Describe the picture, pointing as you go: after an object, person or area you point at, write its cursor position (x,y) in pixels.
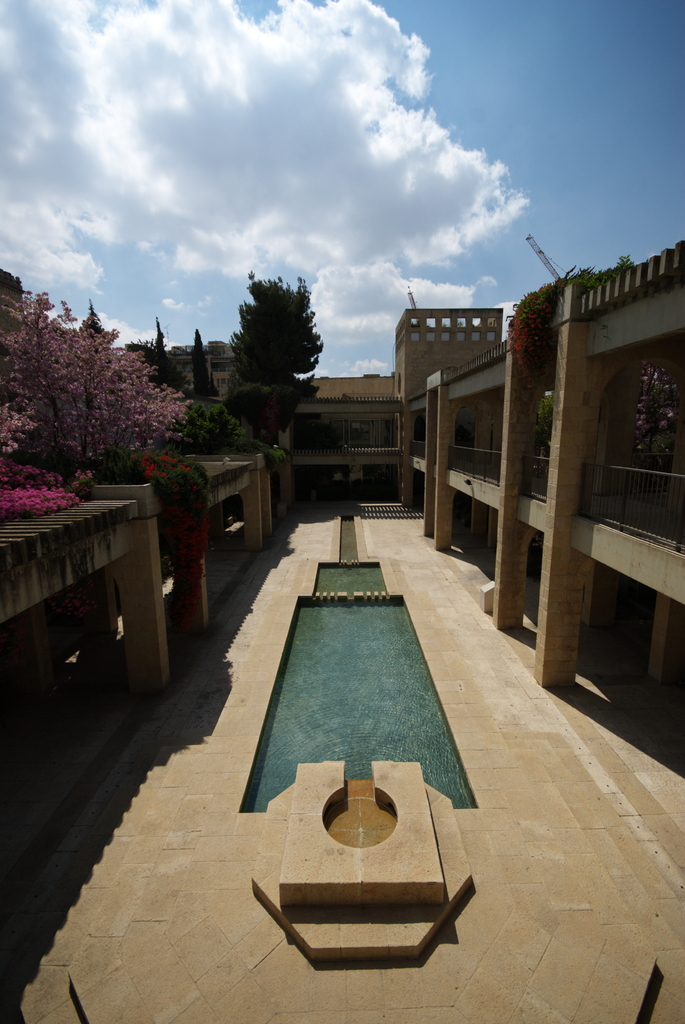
In this image I can see the ground (116,837), the water (307,680), few trees (279,388) which are green and pink in color and few buildings (354,458). In the background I can see the sky (434,181).
